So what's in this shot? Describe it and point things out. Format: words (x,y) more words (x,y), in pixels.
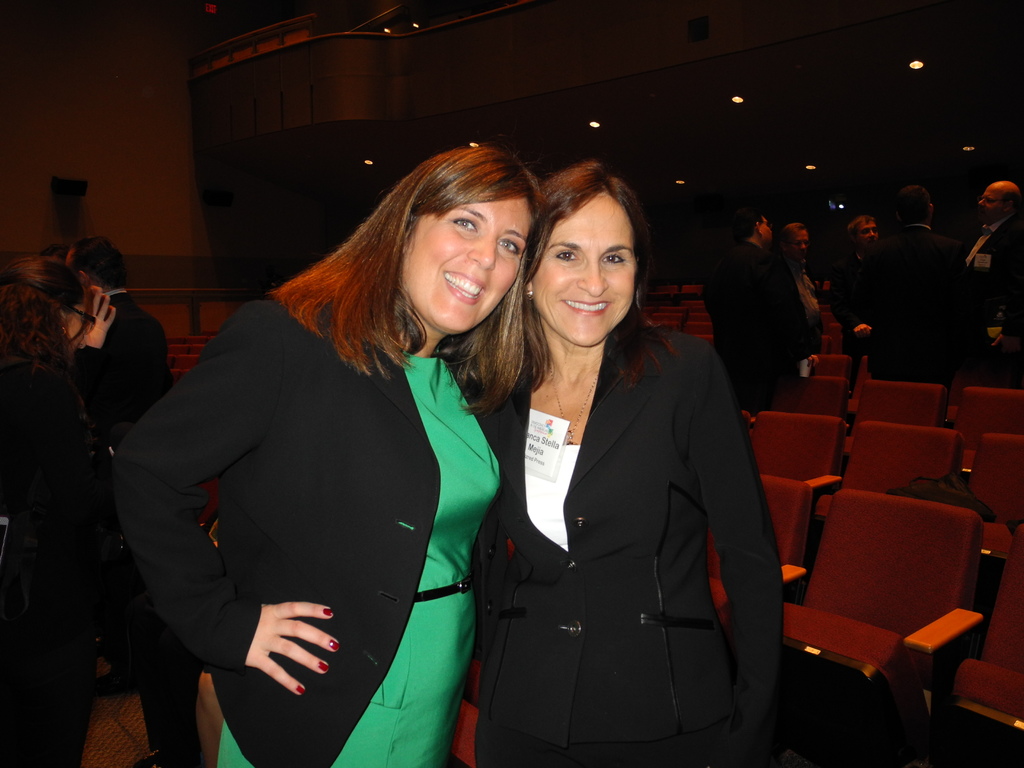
In this image there are two women (275,372) wearing black coat (288,385) standing in the front (425,316), smiling and giving and pose into the camera. Behind there are some red color auditorium chairs (875,617) and the group of people (786,339) standing and discussing something.
